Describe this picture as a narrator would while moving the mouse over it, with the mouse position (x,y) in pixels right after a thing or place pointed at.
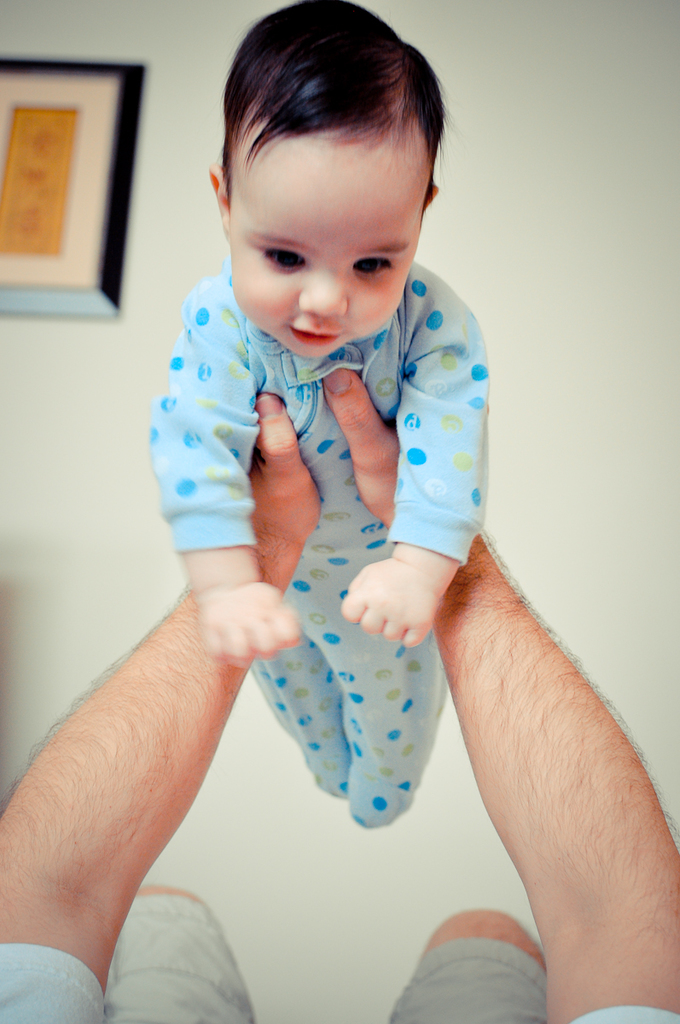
In front of the image there is a person (22,849) lifting the baby (372,655). In the background of the image (49,31) there is a photo frame (108,69) on the wall (115,546).
